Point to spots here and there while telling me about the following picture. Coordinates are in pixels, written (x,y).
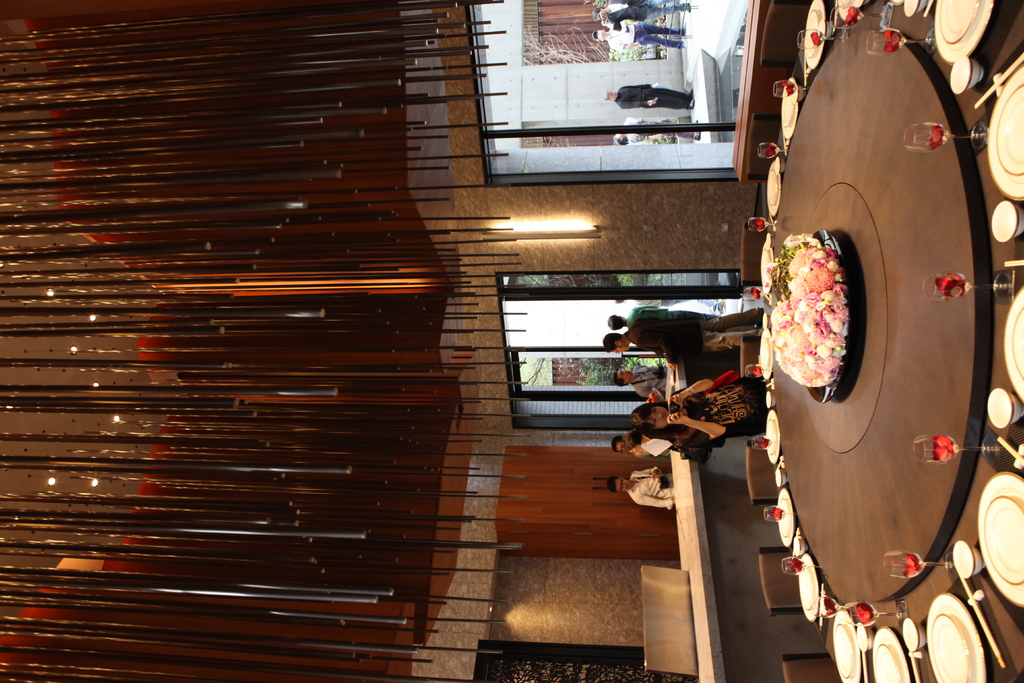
In this image I can see the brown colored dining table (794,443) and on it I can see few flowers (814,331), few plates (880,666), few bowls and few glasses (940,564) with red objects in them. In the background (656,343) I can see few persons (688,417) standing, the wall (698,196), a light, few plants (585,57), the ceiling (73,425), few objects (228,276) hanged to the ceiling (43,444) and few lights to the ceiling (91,417).
